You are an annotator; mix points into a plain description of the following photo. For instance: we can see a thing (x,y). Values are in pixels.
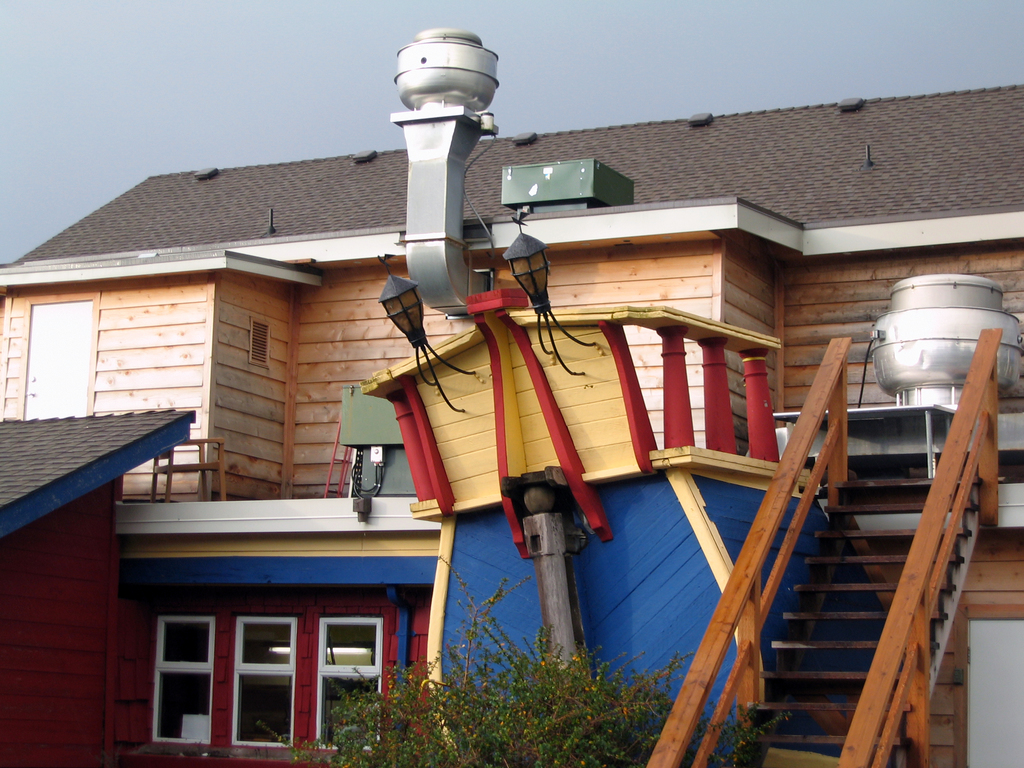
At the center of the image (387,356) there is a building (125,331), in front of the building (197,214) there is a tree (522,718). In the background (231,73) there is a sky (313,56).
